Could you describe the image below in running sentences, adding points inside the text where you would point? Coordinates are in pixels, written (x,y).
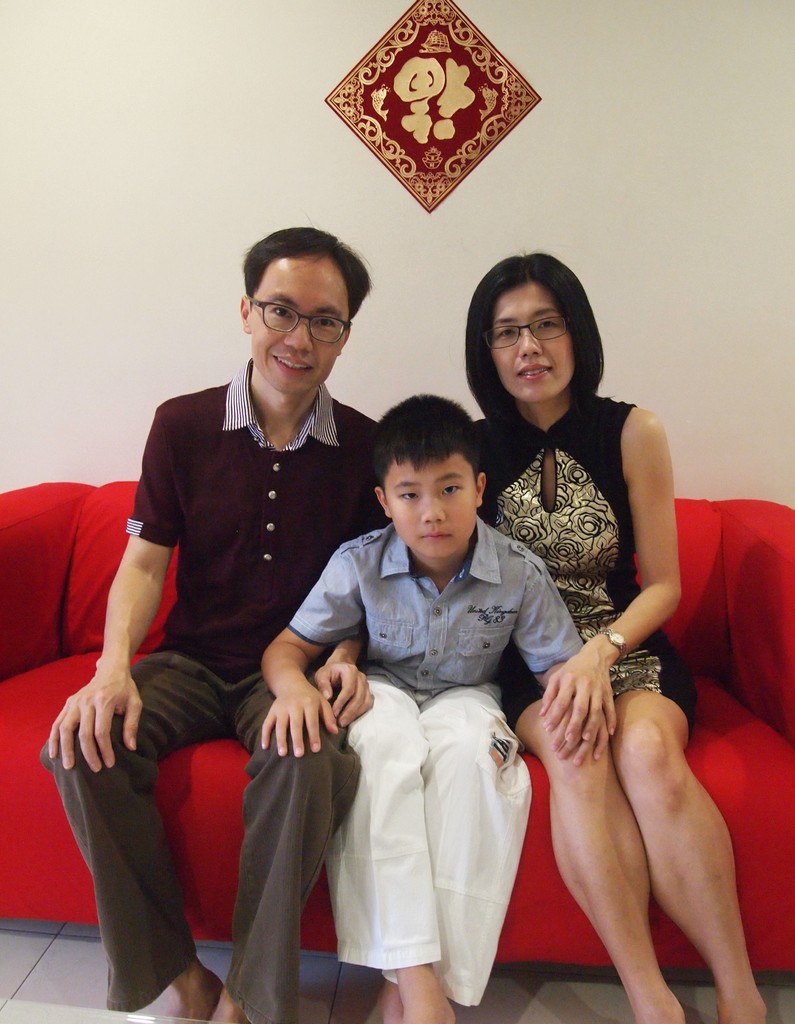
In this image a person (344,808), boy (353,950) and a woman (593,587) are sitting in the sofa (199,806) which is in red color. Background (199,343) there is a wall (358,171) having a frame (400,81) attached to it.
